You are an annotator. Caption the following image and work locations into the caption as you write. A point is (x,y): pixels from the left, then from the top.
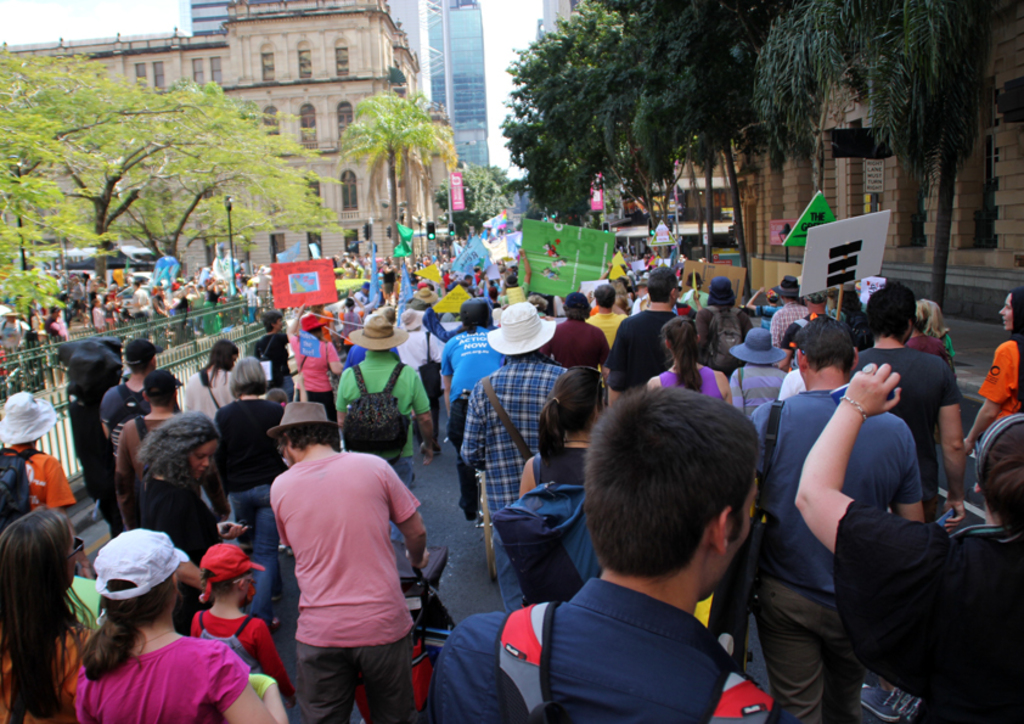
In this image I can see so many people (767,374) on roads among some people (396,289) holding boards (575,233) in their hands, on the right (899,116) and left sides of the image I can see some trees (917,158) and buildings (327,147).
